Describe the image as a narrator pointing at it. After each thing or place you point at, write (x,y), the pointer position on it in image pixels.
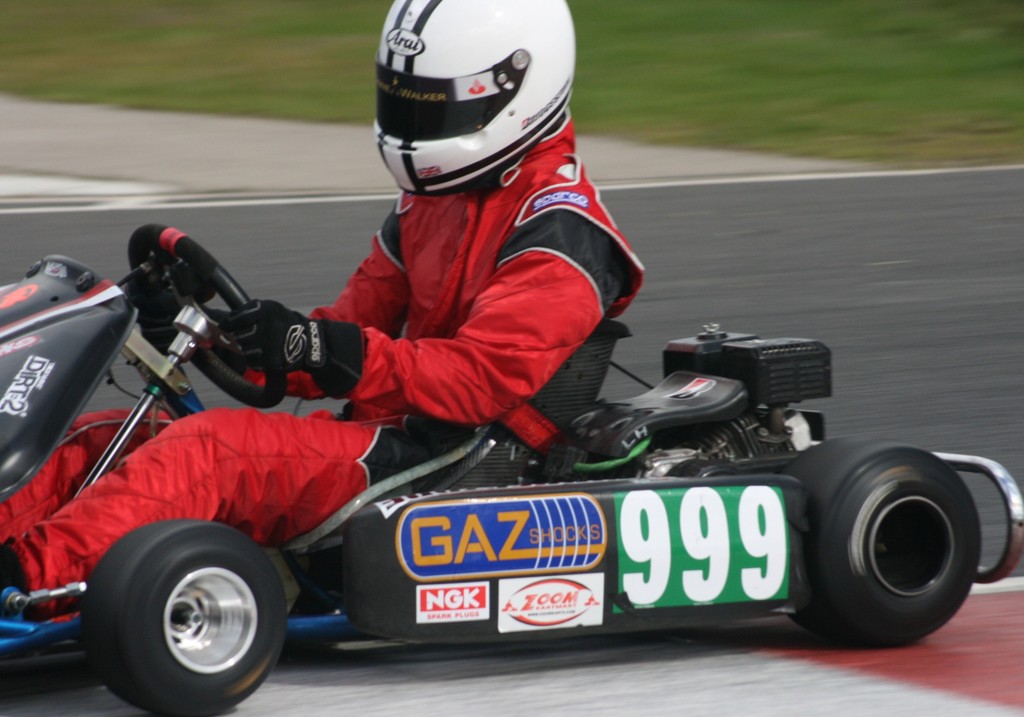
In the center of the image (376,465) we can see a person (410,407) doing go karting. At the bottom (594,678) there is a road (687,677). In the background (913,44) there is grass (857,106).
